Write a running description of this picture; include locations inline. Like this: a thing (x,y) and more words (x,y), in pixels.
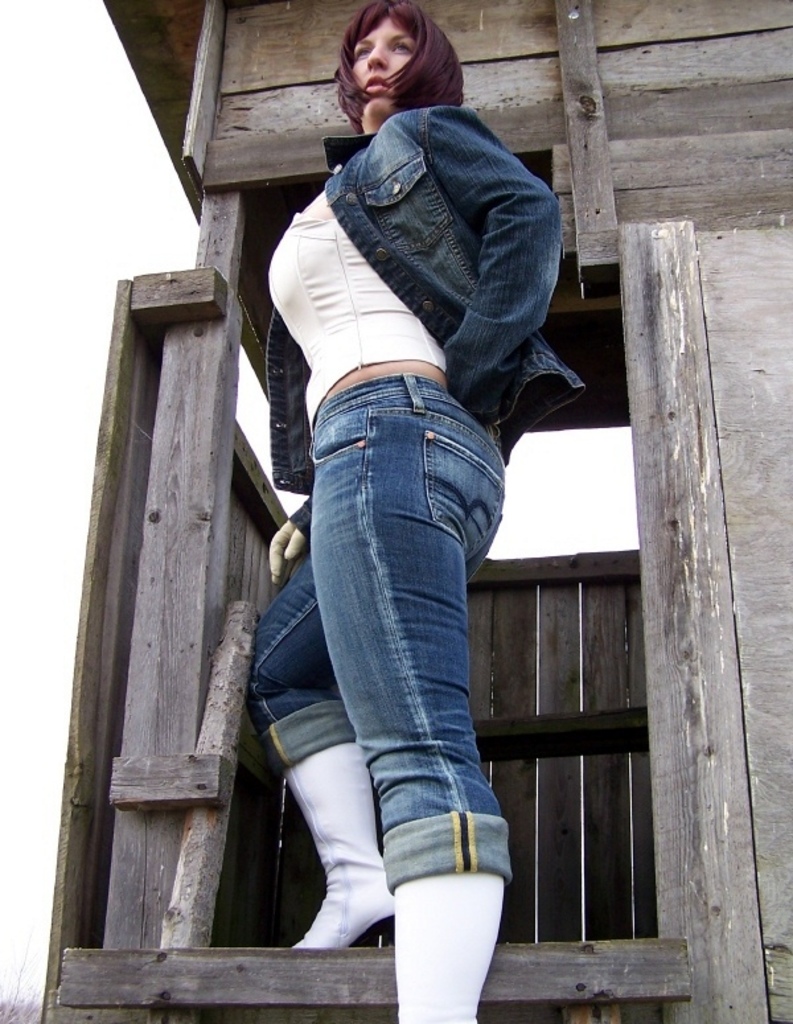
In the center of the image (310,564) we can see a lady (370,852) is standing. In the background of the image (172,272) we can see a wooden house (778,677) and sky (35,483). In the bottom left corner (22,1014) we can see the trees (23,993).
